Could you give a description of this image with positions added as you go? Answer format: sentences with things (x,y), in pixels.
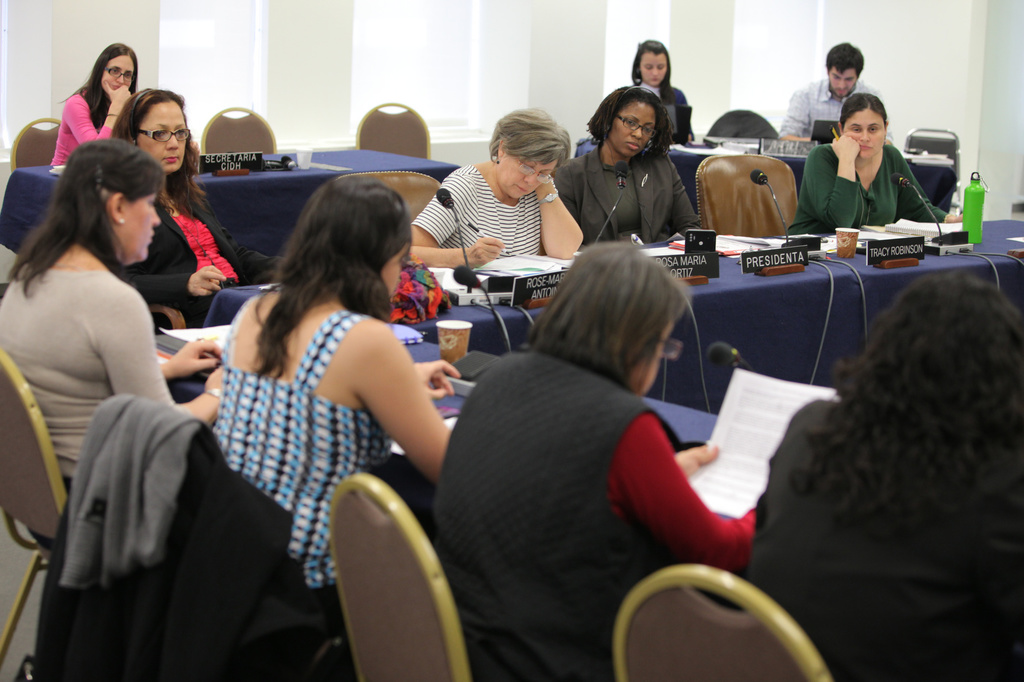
In this image there are group of persons (643,267) sitting on the chairs (46,119) at the left side of the image (152,89) there is a woman (106,136) and at the right side of the image (873,125) there is man (807,101) and woman (879,113) and at the top of the table (496,330) there is a colorful cloth (407,265) and water bottle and coffee glasses (440,326) and also microphones (472,269) attached to the tables (677,422).
